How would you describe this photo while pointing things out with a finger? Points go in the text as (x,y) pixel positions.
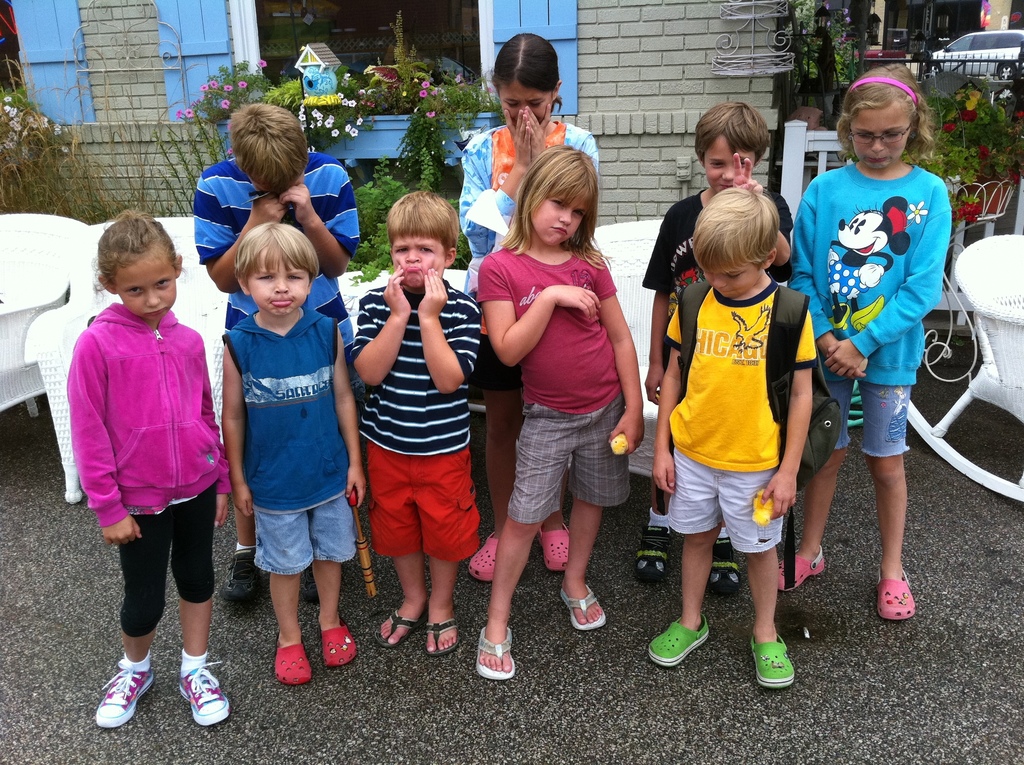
In this picture I can see number of children (580,278) who are standing in front (458,525) and I see few white color things (19,396) behind them and in the background (101,117) I see the wall (651,84) and I see number of plants (960,120) and on the right top of this image (980,49) I see a car (966,54).
